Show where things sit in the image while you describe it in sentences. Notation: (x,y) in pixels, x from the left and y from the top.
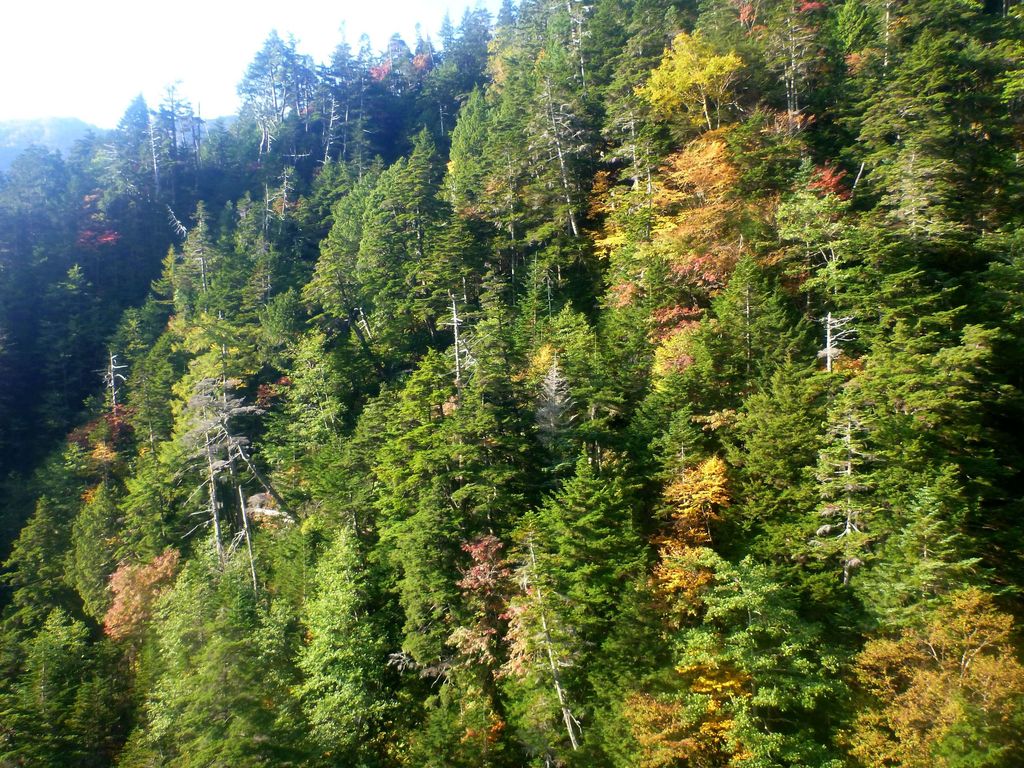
In this image I can see number of trees (555,346) which are green, white, pink and yellow in color. In the background (21,69) I can see a mountain (61,131) and the sky (176,29).
